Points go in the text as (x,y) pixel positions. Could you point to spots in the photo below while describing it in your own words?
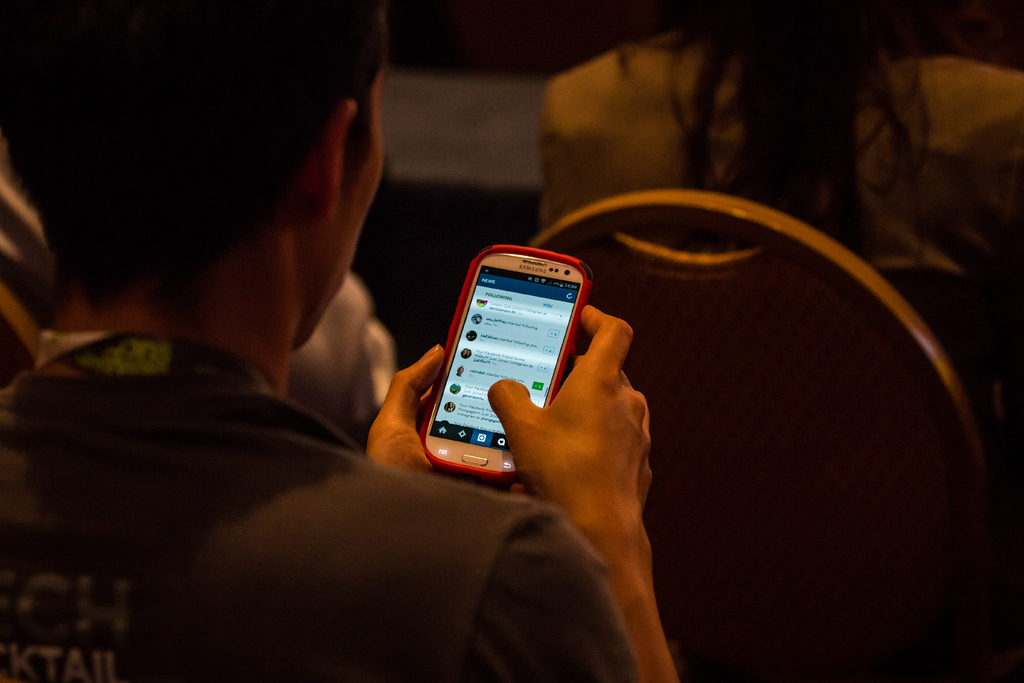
On the left side of the image (190,224) there is a man (373,467) holding a mobile phone (490,476) in his hand (539,477) before him there is a lady (578,143) sitting on a chair (898,378).
